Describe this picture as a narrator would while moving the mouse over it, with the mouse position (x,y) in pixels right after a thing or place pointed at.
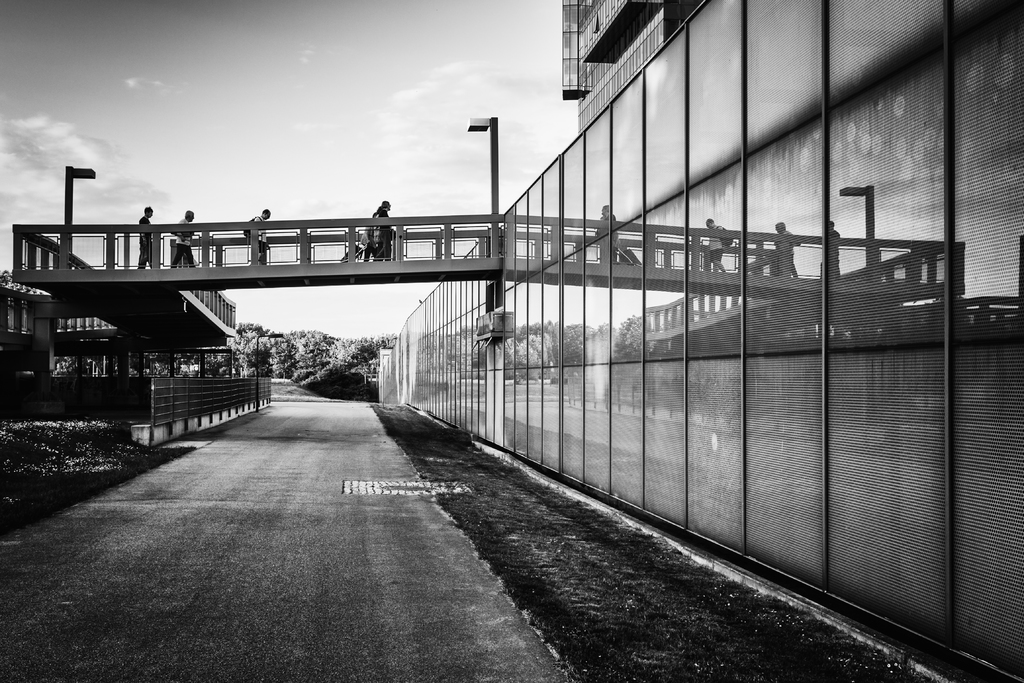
This is a black and white picture, we can see a few people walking on the bridge (461,264), there are some trees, poles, grass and wall (726,105), also we can see a building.
